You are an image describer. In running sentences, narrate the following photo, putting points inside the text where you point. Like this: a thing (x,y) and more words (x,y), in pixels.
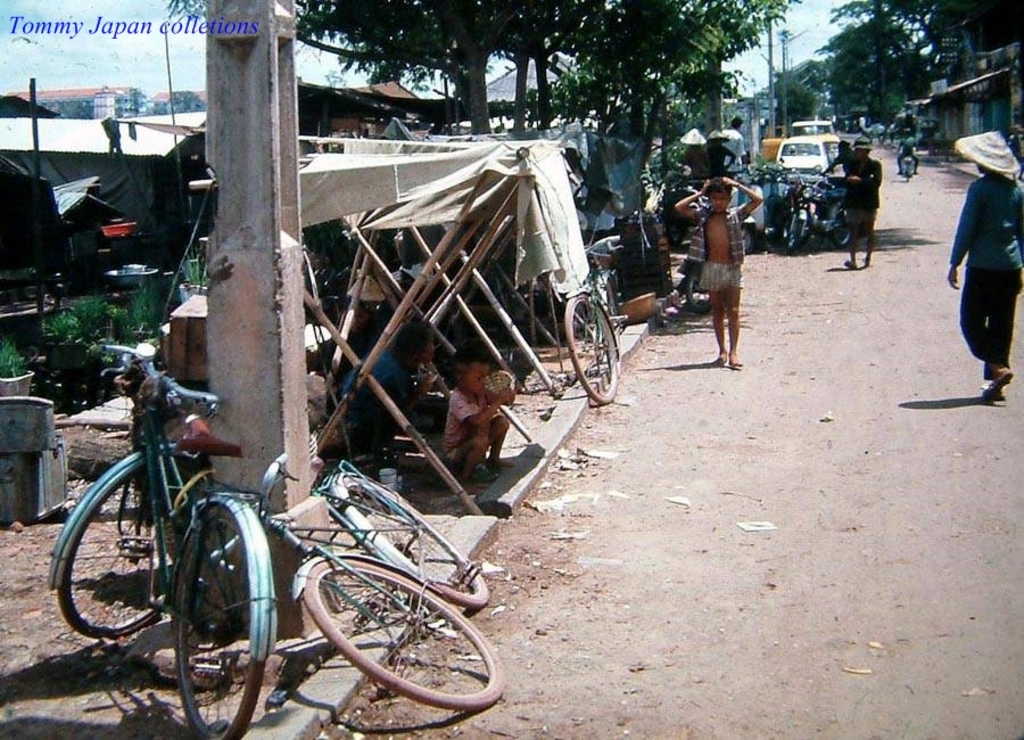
In the center of the image (508,399) we can see people (722,306) and there are vehicles (794,145) on the road (797,363). On the left (255,589) there are bicycles (466,625) and there are tents (469,160). We can see trees (498,27). In the background (79,76) there are buildings (947,143) and sky (179,47).
